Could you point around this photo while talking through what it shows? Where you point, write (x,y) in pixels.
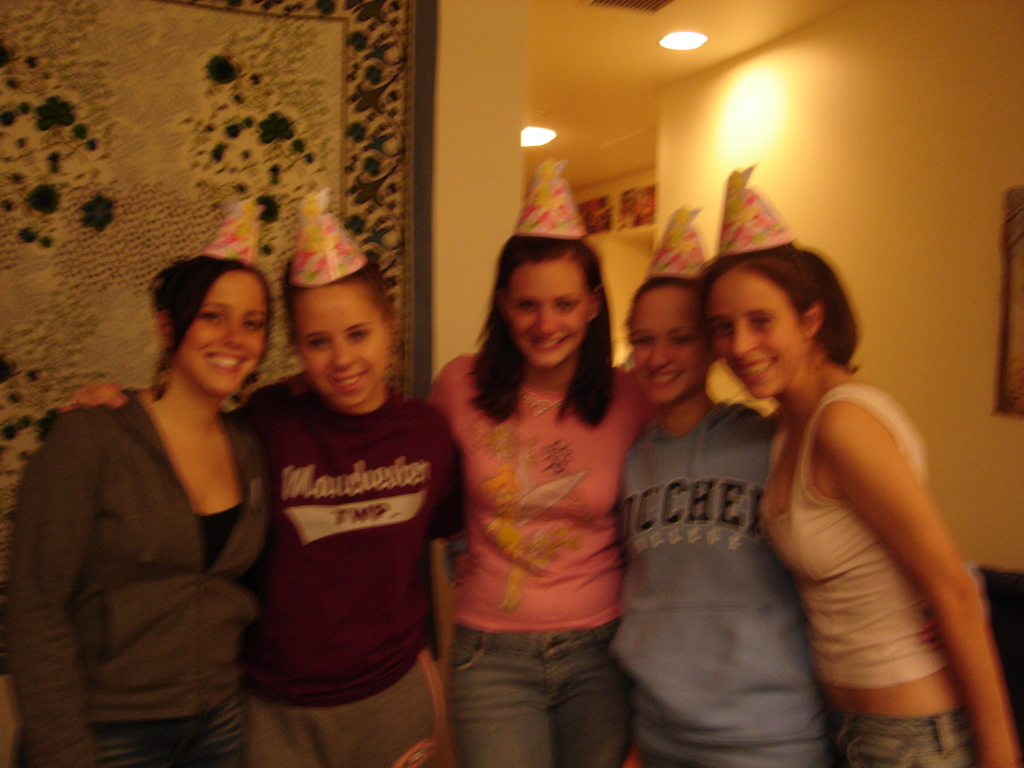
In this image in front (224,471) there are people (470,506) wearing caps (676,260) and they are smiling. Behind them there is a cloth (431,45) on the wall (497,166). On the right side of the image (1020,338) there are photo frames (1012,348) on the wall (929,326). On top of the image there are lights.
